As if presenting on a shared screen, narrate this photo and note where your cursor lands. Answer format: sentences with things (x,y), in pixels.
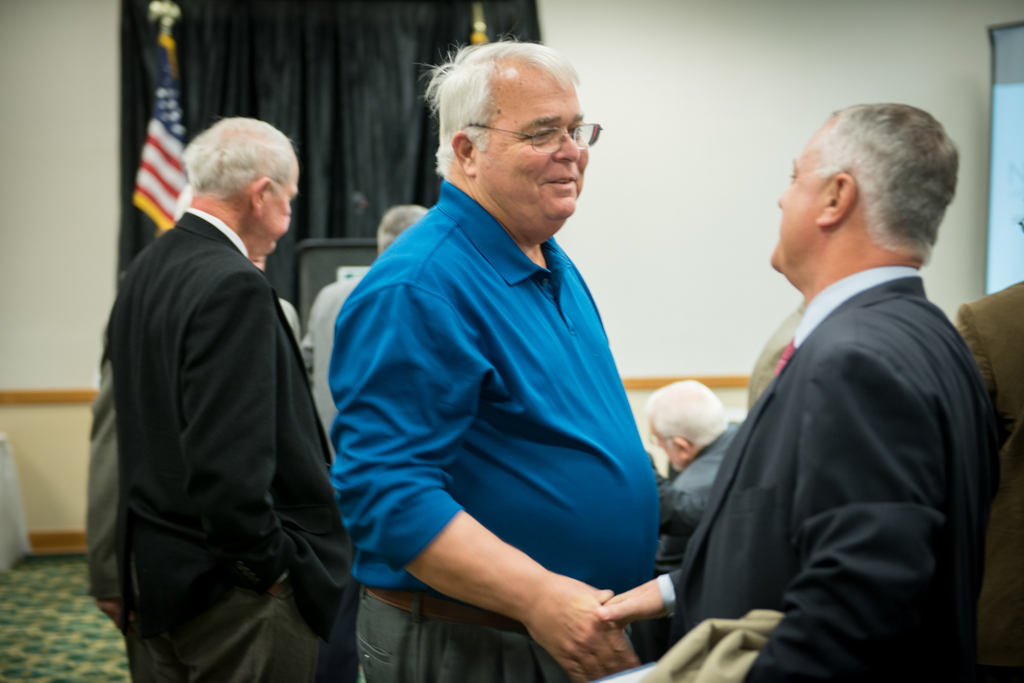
In a room (730,231) there are a group of men (410,353), in the front (604,463) two men (745,456) were greeting each other and in the background (132,124) there is a black curtain (207,71), a flag (166,66) and a wall (750,91).
